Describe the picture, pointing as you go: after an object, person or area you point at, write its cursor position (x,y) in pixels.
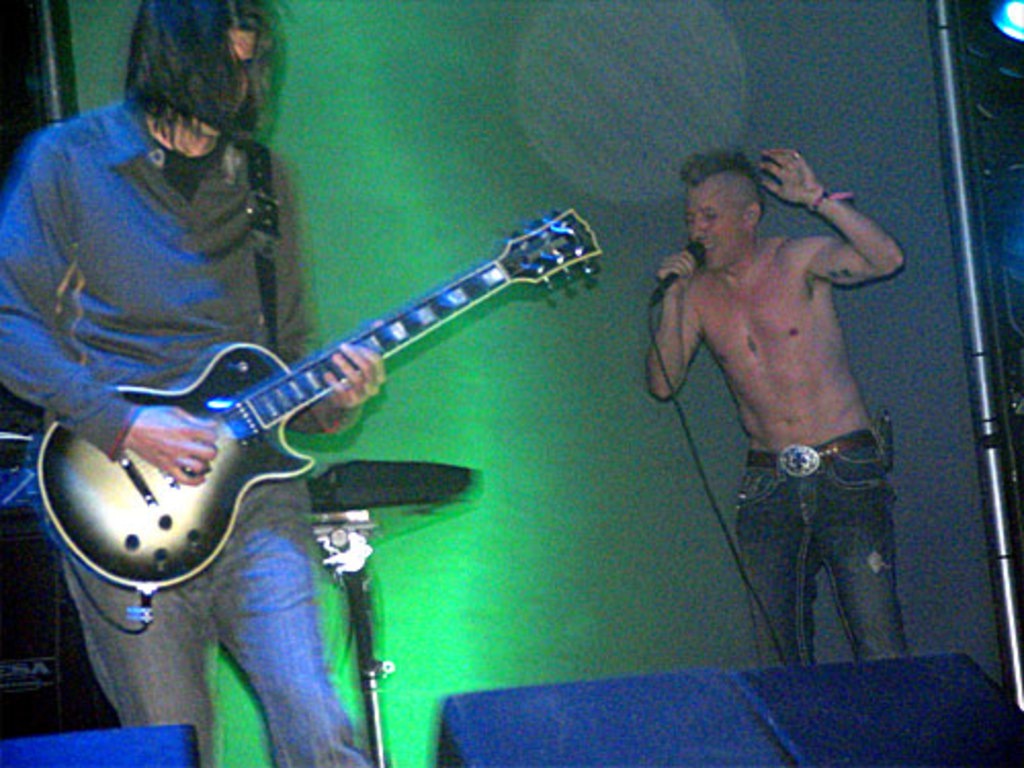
This person (95,244) is standing and playing a guitar (265,435). This person (831,395) is singing in-front of mic (702,254).
